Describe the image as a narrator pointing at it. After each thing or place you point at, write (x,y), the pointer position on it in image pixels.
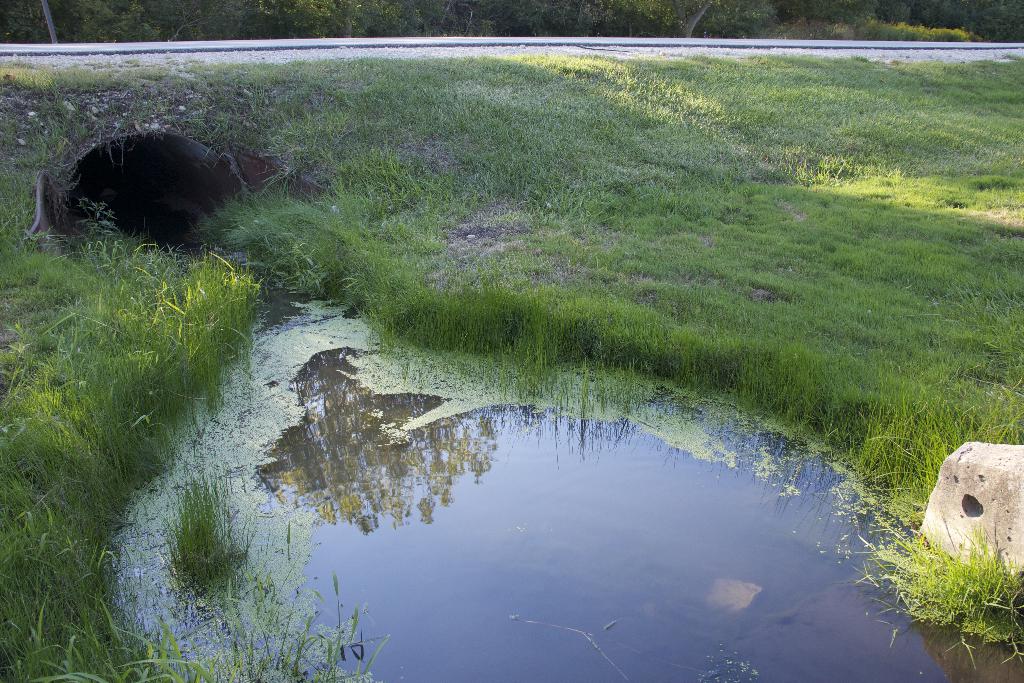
In the center of the image (665,334) there is a hole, one white color solid structure (943,492), grass (601,195), plants (709,445), water (648,518) and a few other objects (775,29).
